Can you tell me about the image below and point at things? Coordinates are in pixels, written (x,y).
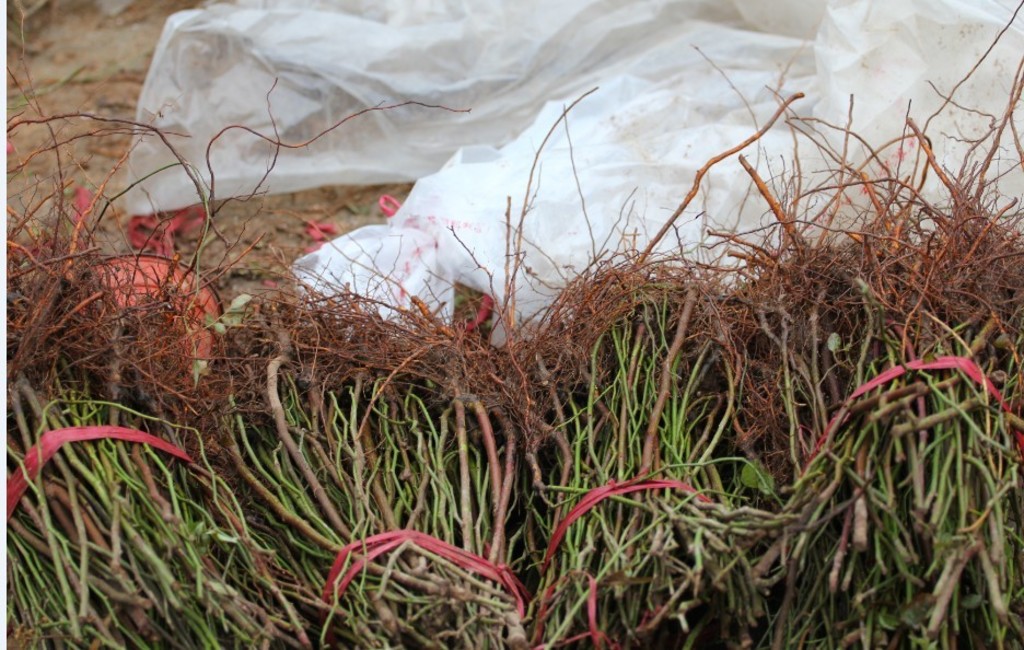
This picture is clicked outside. In the foreground (477,521) we can see the stems (975,467) tied with the ropes (916,367) and there is a white color object (614,122) lying on the ground (62,44).
